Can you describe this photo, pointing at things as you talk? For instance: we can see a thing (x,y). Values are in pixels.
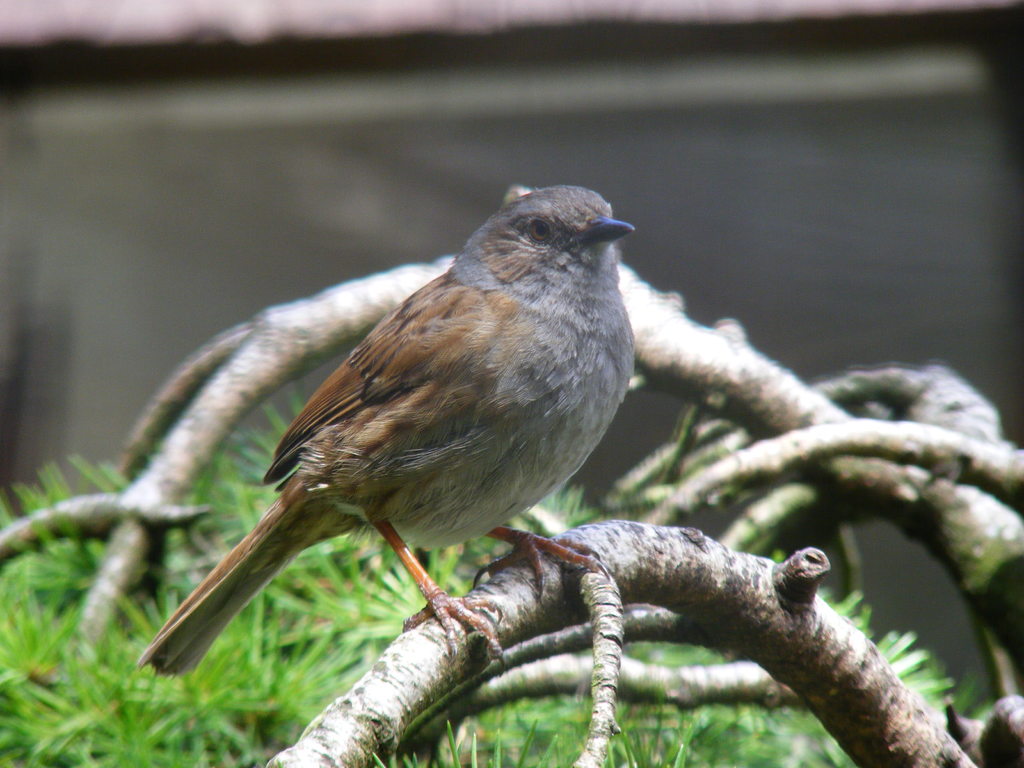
In this picture we can see a bird (262,526) on a tree branch (604,608) and in the background (251,654) we can see the grass (251,654) and it is blurry.
